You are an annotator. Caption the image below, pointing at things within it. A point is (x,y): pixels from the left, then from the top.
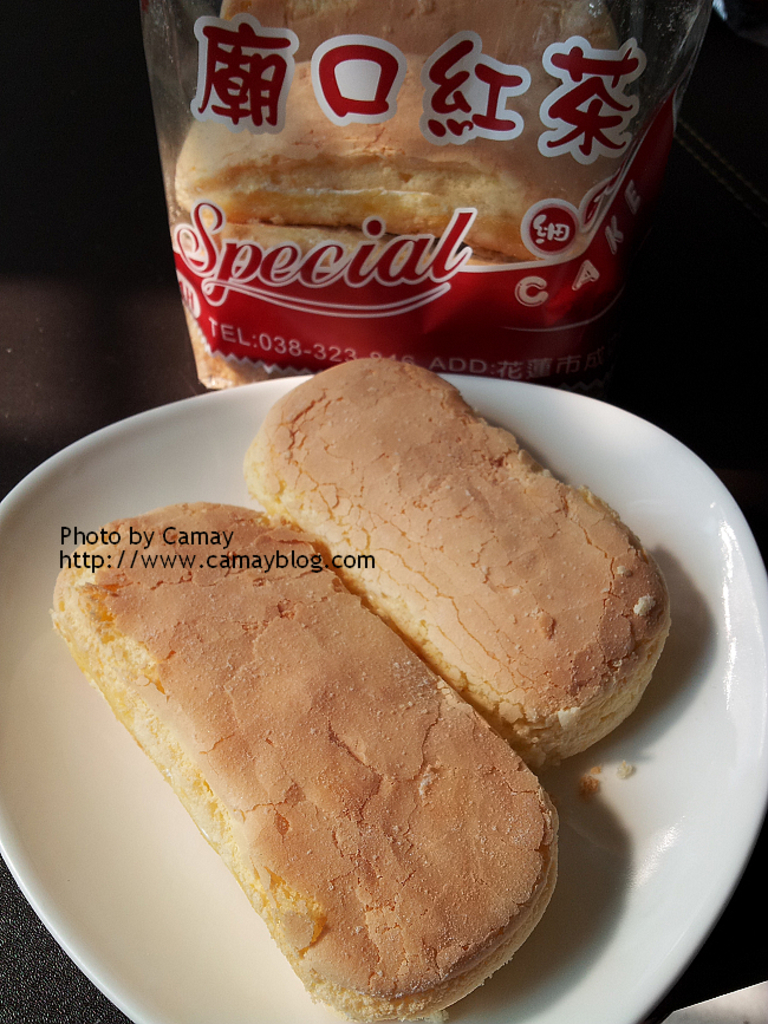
In this image, we can see food item (425,778) on the white plate (459,378). This plate (124,958) is placed on the surface (36,988). Top of the image (256,136), we can see a packet (491,73) with some text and food (311,194).
